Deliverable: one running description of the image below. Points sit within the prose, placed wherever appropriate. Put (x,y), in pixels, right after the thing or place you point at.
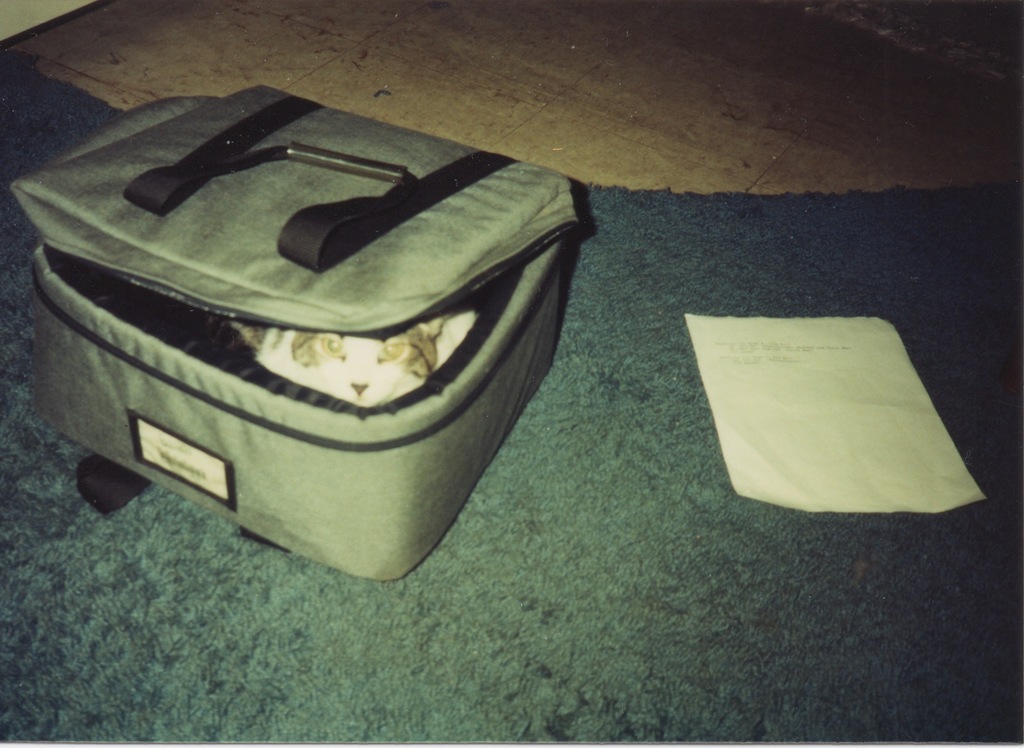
In this image there is a cat (368,381) inside a fabric bag (372,325), a paper (795,330) placed in a carpet (517,477).
